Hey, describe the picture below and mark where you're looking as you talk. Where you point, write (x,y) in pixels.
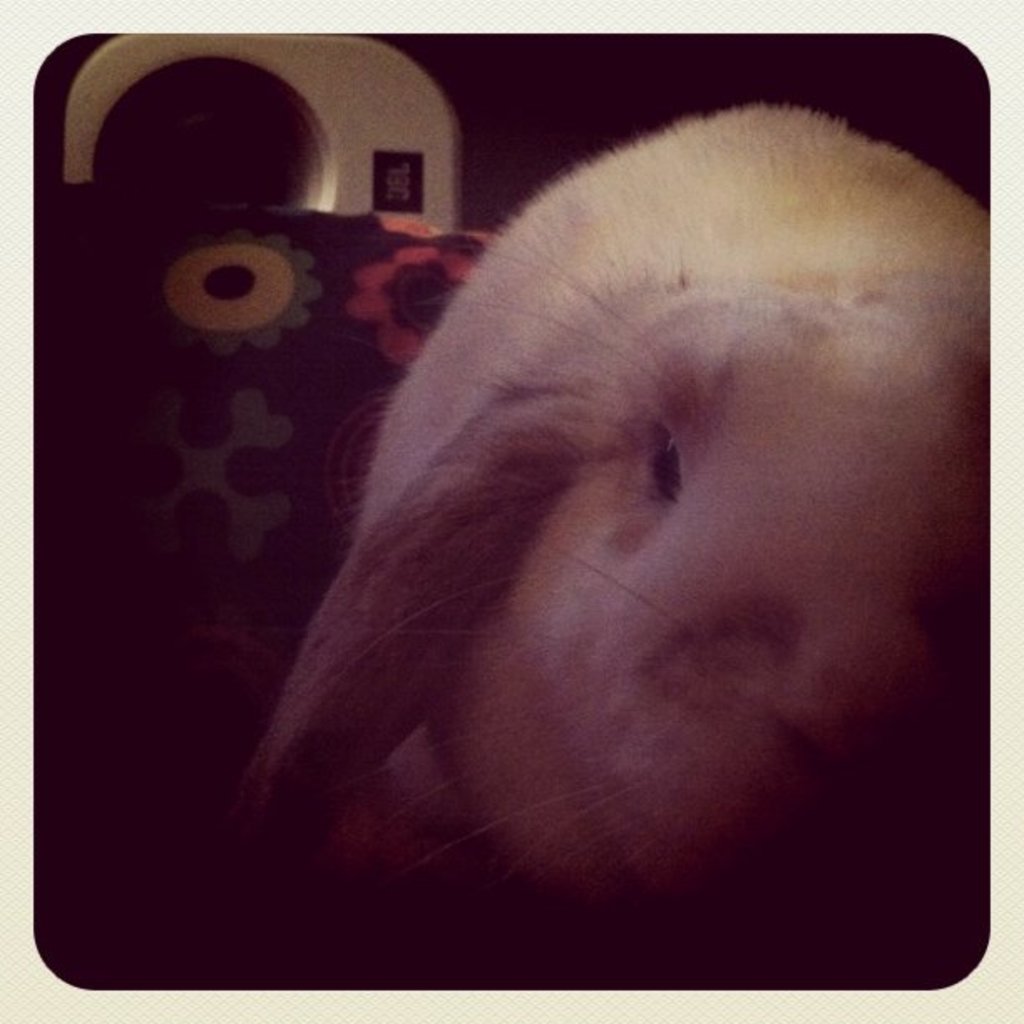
In this image we can see a rabbit (636,514). In the background (169,251) there is a cloth (383,239) and we can see an object (311,104).
